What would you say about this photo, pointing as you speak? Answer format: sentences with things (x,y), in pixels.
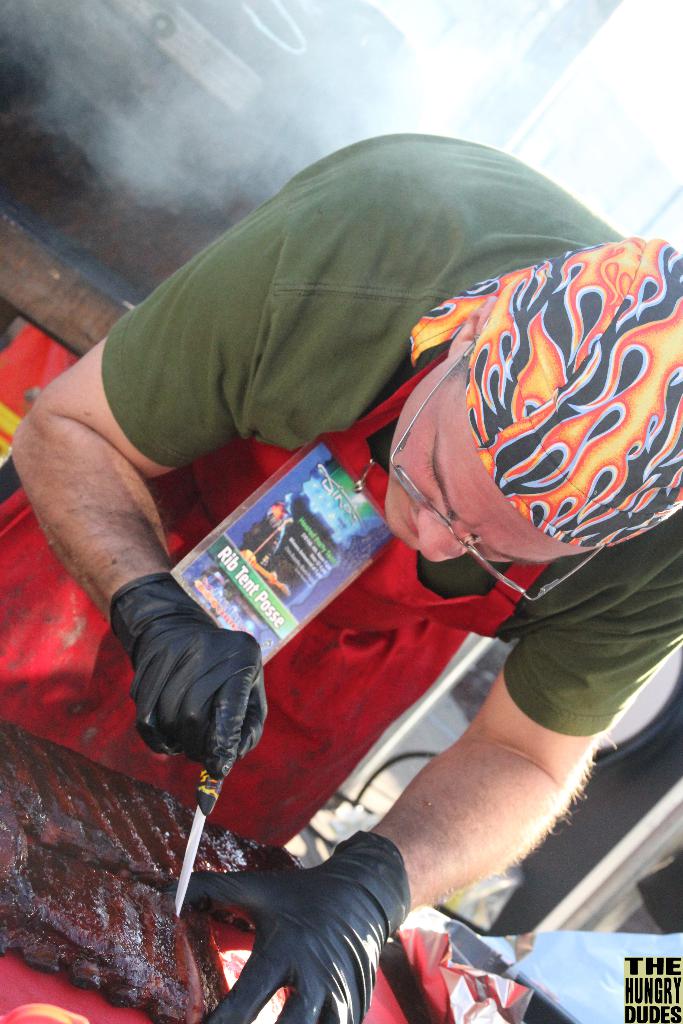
In the center of the image (322,399) there is a person (278,470) standing and holding an object (192,843). At the bottom of the image (183,930) we can see some food (82,973) placed on the table (380,987). In the background (373,90) there is smoke (355,91).
